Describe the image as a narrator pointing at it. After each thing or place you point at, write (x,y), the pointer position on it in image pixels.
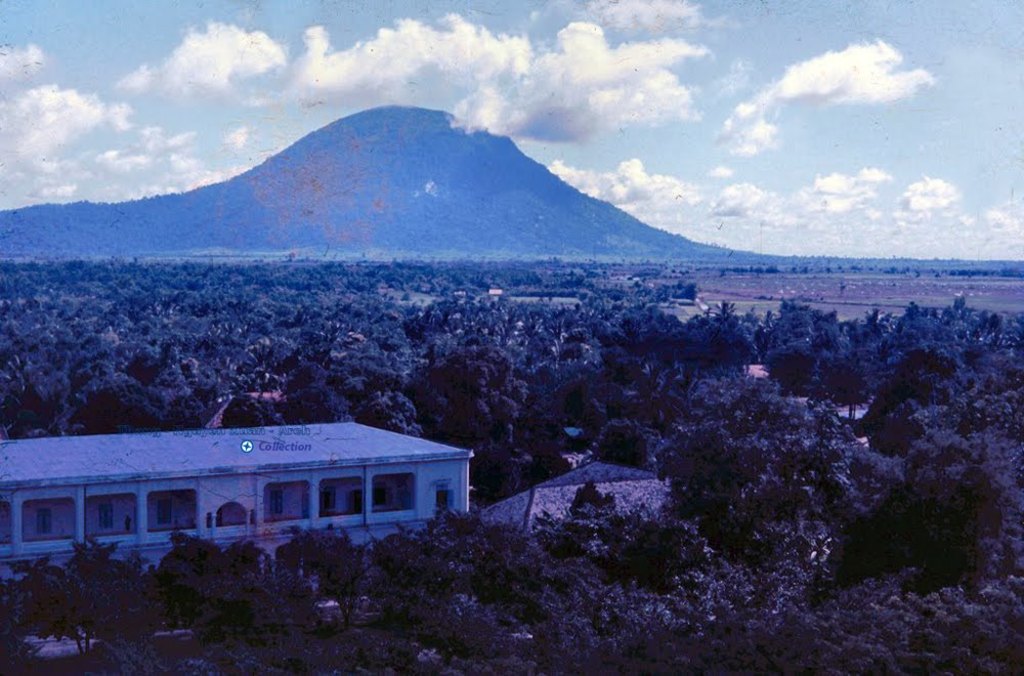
In this image I can see number of trees (546,574) and few buildings (339,449). In the background (803,287) I can see the ground (874,306), a mountain (516,233) and the sky (625,165).
